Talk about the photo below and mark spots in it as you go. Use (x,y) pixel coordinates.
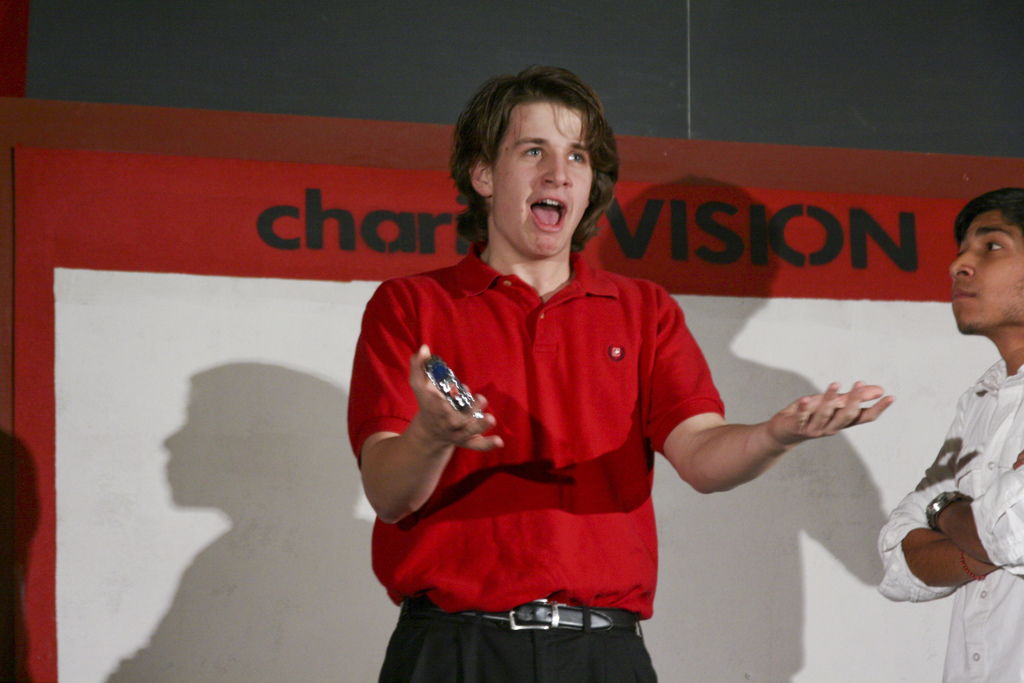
In this picture we can see there are two men (585,560) standing. A man (545,516) in the red t shirt (489,371) is holding an object (453,393) and he is explaining something. Behind the men (599,491), there are shadows (675,552), a board (240,466) and a wall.
